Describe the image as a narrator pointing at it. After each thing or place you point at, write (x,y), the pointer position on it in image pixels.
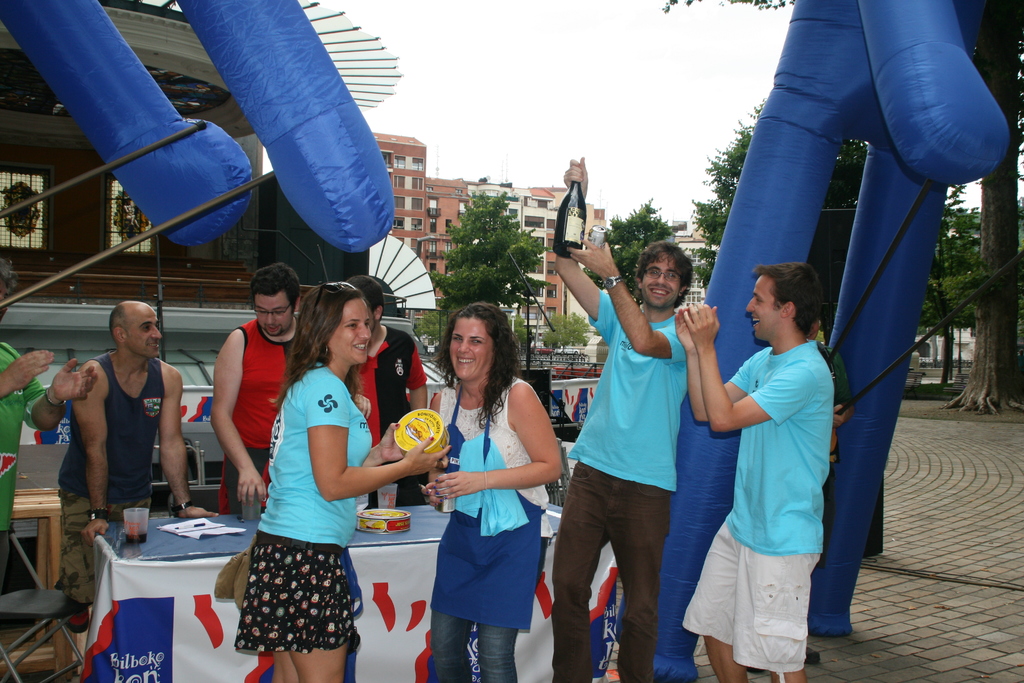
In this image we can see a few people (559,456), a lady (400,468) is holding a box (411,428), a man (655,254) is holding a bottle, another lady (484,507) is holding a soda can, there is a table (413,588) on that there are glasses (391,492), a box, and papers (206,522), there are balloons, buildings (465,201), windows (538,222), there is a railing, also we can see the sky (579,90), and trees (480,262).
